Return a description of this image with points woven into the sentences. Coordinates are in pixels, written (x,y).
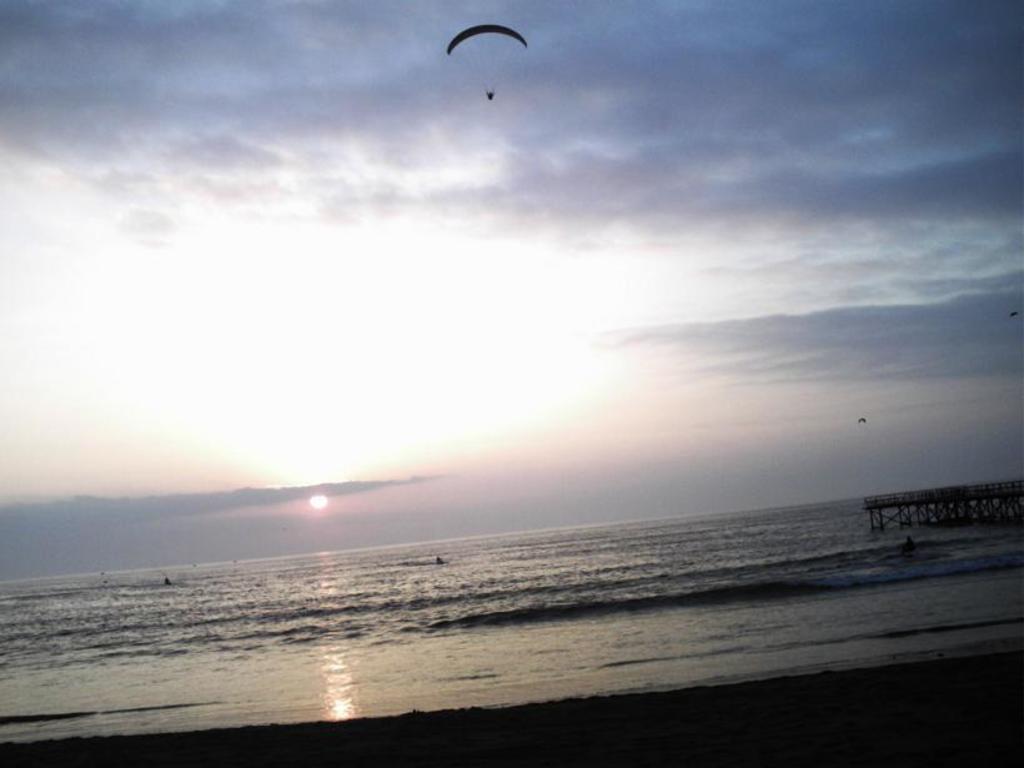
In this image we can see the sea (698,660), some iron rods (886,516) in the water (963,616) look like a bridge (911,518), one Paragliding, some objects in the water (540,565), two small objects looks like Paragliding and there is the sun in the sky (980,355).
